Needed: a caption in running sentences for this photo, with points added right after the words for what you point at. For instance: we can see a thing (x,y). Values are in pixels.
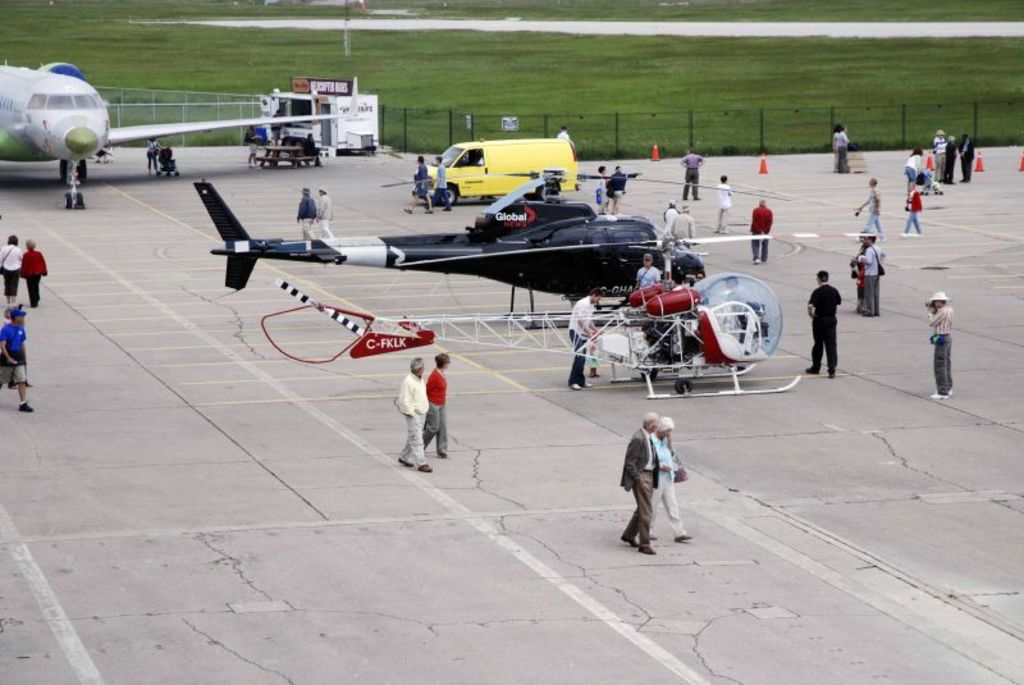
In this picture I can see few aircrafts (494,235), people (434,394) and a vehicle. At the top (573,79) there is the grass (666,128).
